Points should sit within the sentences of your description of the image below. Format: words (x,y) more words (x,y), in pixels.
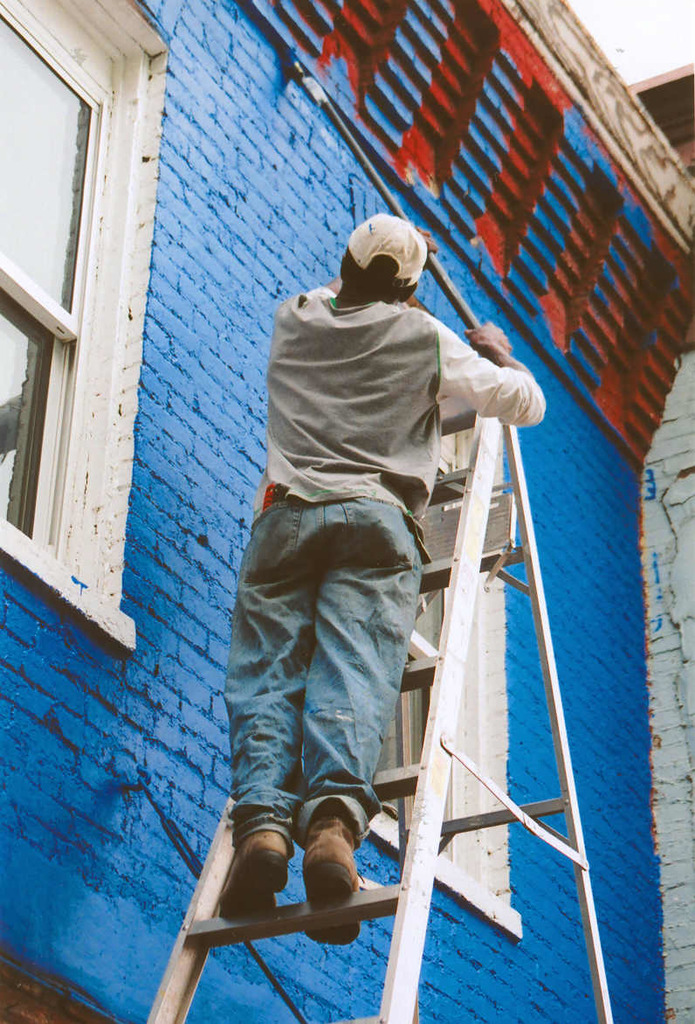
In this image we can see a person (364,279), ladder (403,686) and other objects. In the background of the image (200,368) there is a wall (218,443), windows (33,534) and other objects (678,78). On the right side (631,42) top of the image (677,17) there is the sky (659,71).
